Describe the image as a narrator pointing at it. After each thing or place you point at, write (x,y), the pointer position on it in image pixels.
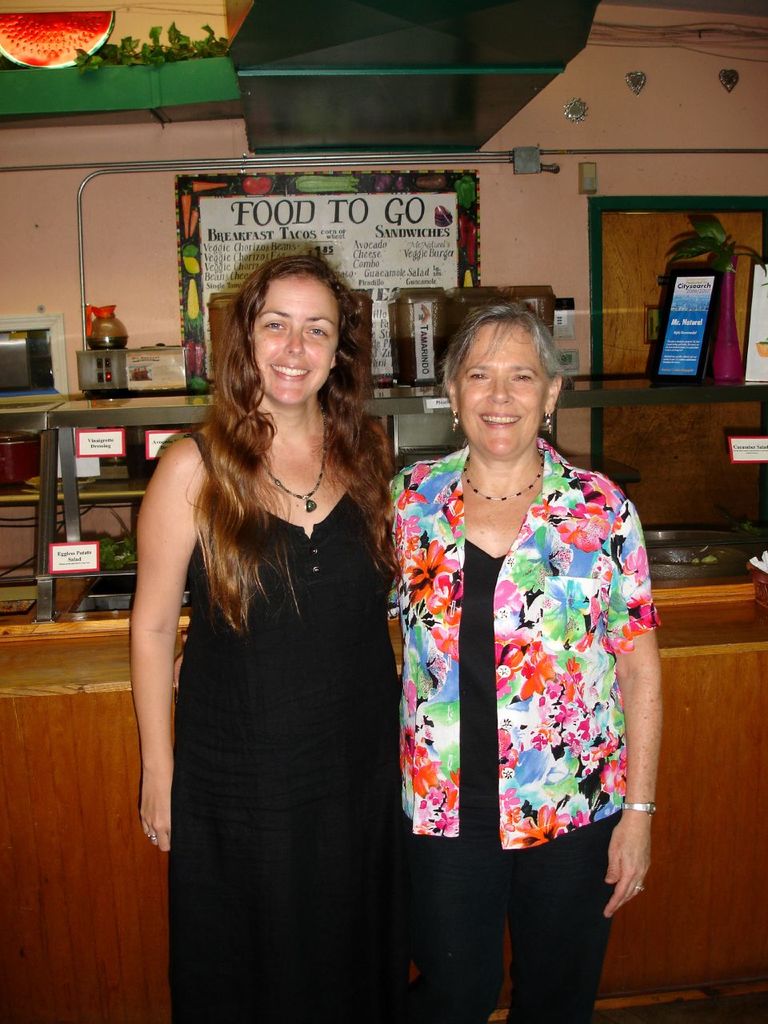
In this image I can see two people (468,759) with different color dresses (421,728). In the background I can see many boards (381,375) on the food stall (121,417). I can also see some boards (284,251) to the wall (227,171).
